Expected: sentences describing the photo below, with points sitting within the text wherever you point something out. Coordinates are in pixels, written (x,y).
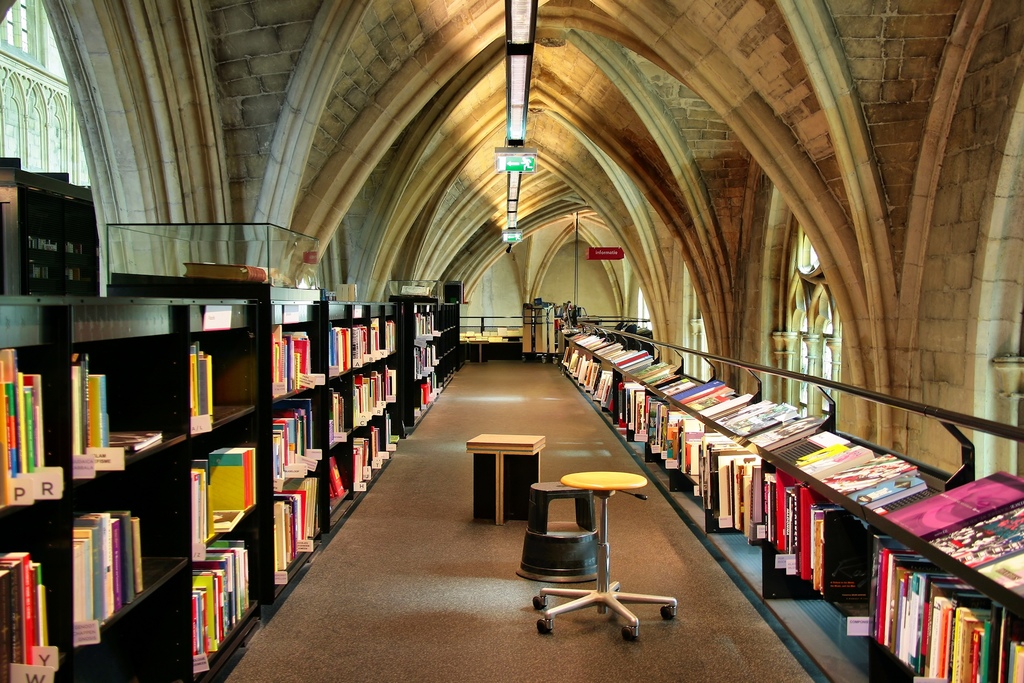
This picture shows a book shelves (123,620) in which number of books (294,406) were arranged here. There is a table (503,470) and a stool (608,538) here. There is some lights (530,9) and a different architecture (423,220) here.
